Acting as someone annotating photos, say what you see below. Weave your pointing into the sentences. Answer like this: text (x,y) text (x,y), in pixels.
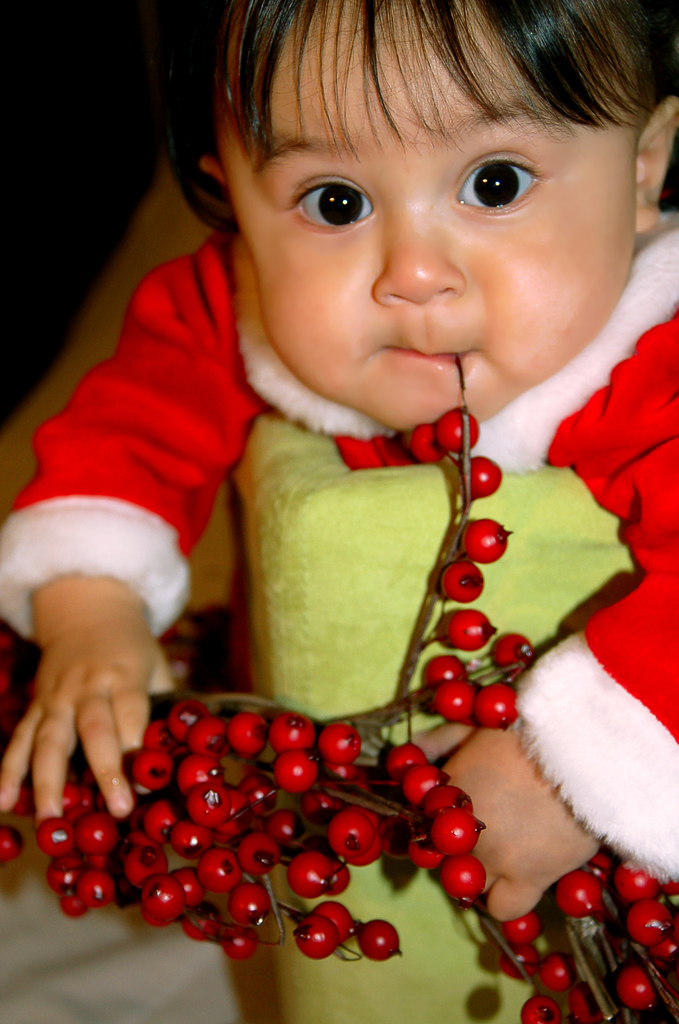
In this image I can see a child (187,387) wearing red and white colored dress (259,360) on a green colored object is holding few fruits (341,838) which are red and black in color. I can see the black colored background (82,29).
